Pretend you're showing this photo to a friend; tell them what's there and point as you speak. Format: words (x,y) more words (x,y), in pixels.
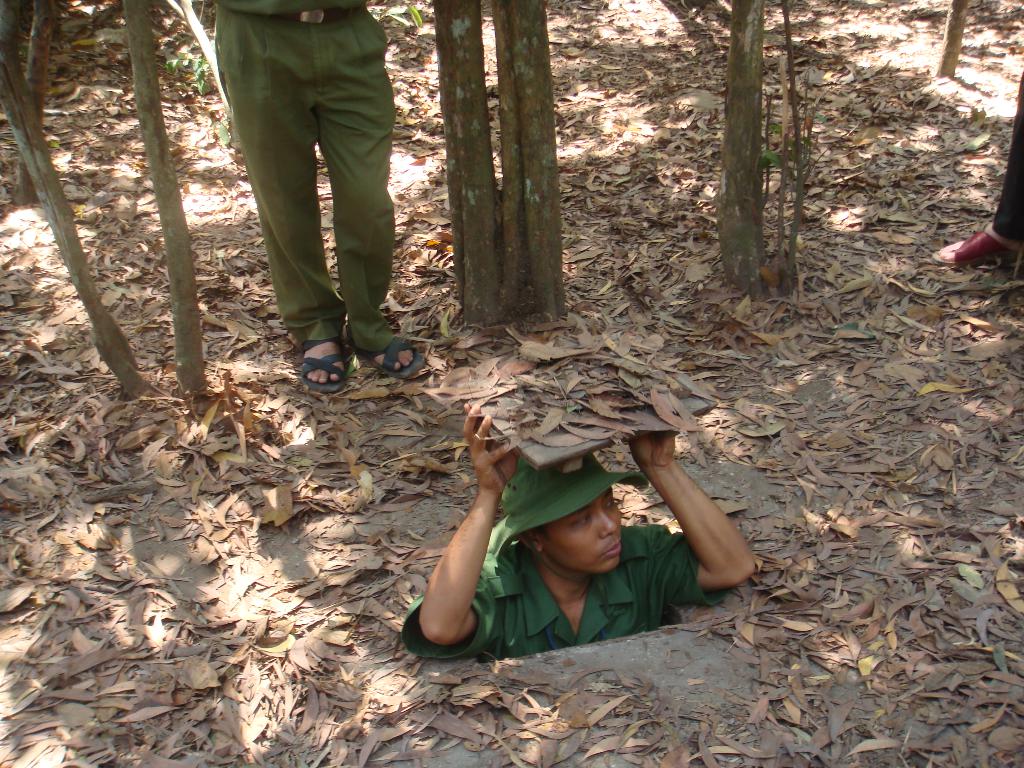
In this image we can see a person (563,547) submerged and holding an object (518,420), there are some trees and leaves (174,621) on the ground (174,621), also we can see the legs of the persons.
